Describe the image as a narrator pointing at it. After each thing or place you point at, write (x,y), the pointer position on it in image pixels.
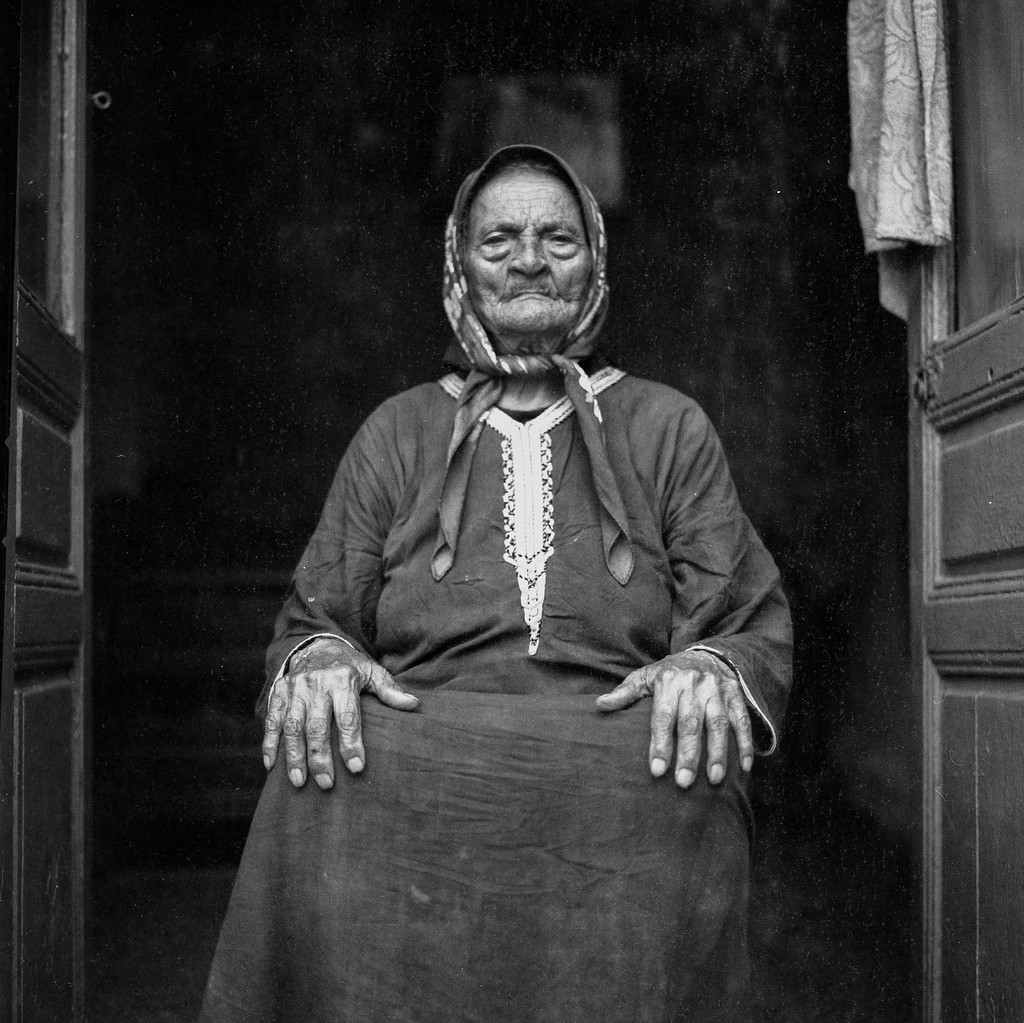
In this image we can see a person (530,777) sitting, there are doors (63,683) on both sides and a cloth (913,157) on the right side (912,22) and a dark background (830,307).
